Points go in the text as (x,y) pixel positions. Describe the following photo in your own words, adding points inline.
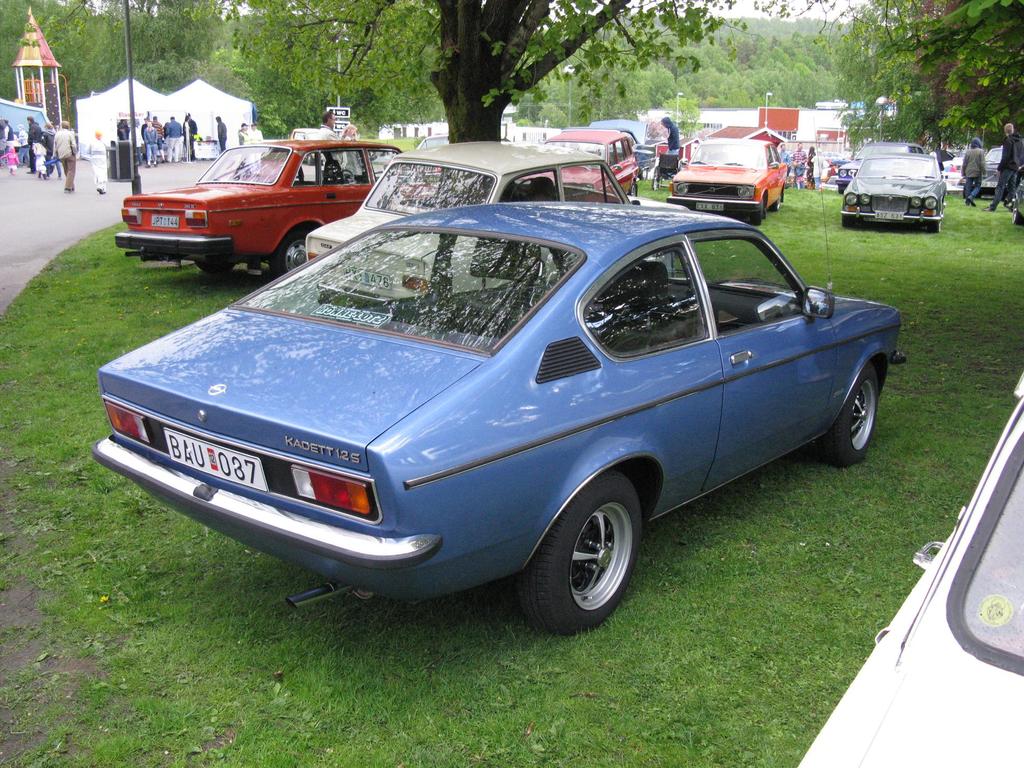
In this image we can see cars (550,450) and grass (734,575). In the background (760,91) we can see tents (101,128), houses (692,140), trees (527,66) and sky (727,8).
